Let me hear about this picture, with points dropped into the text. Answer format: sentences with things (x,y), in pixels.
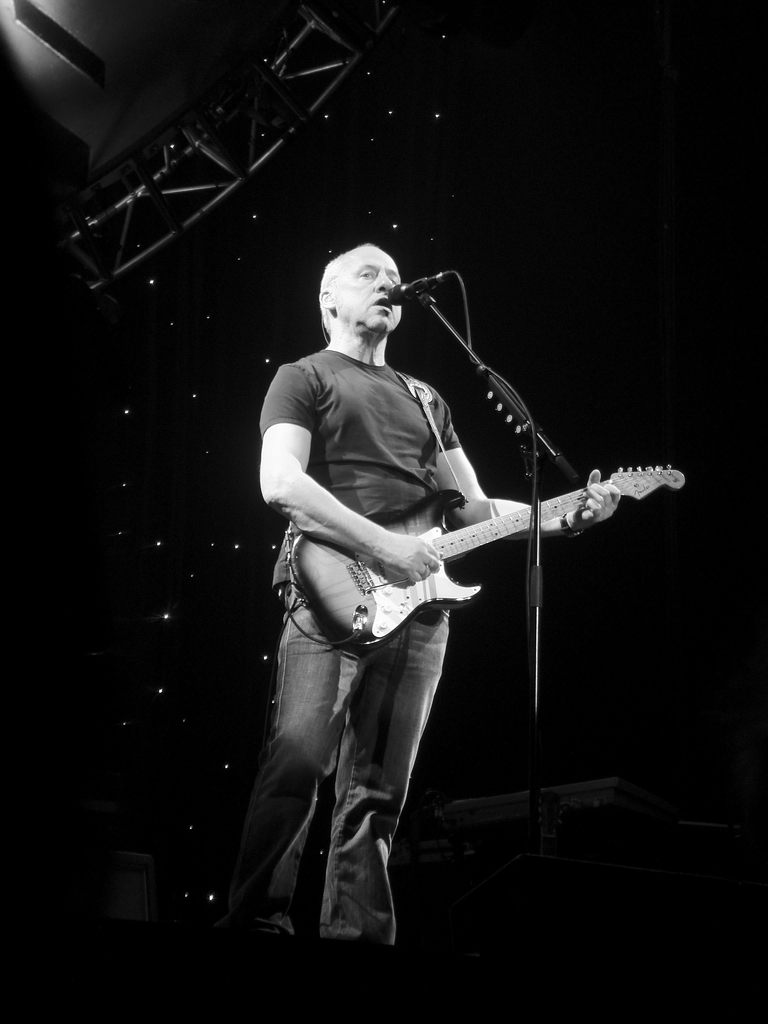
This person (366,715) standing and playing guitar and singing. There is a microphone (409,288) with stand (535,549). On the top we can see lights (167,616).
